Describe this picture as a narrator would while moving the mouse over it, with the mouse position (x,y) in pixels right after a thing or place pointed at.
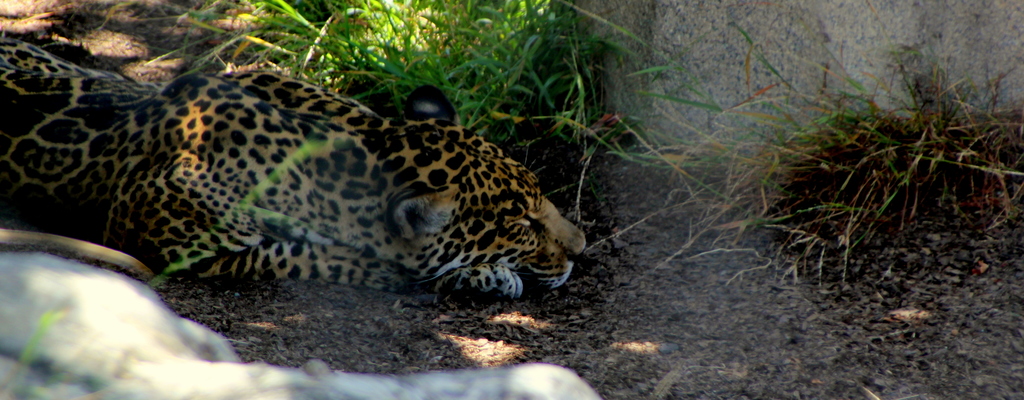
In this image we can see a jaguar (332,181) lying on the ground (529,286). In the background (567,47) we can see rocks (744,69) and grass (807,152).
